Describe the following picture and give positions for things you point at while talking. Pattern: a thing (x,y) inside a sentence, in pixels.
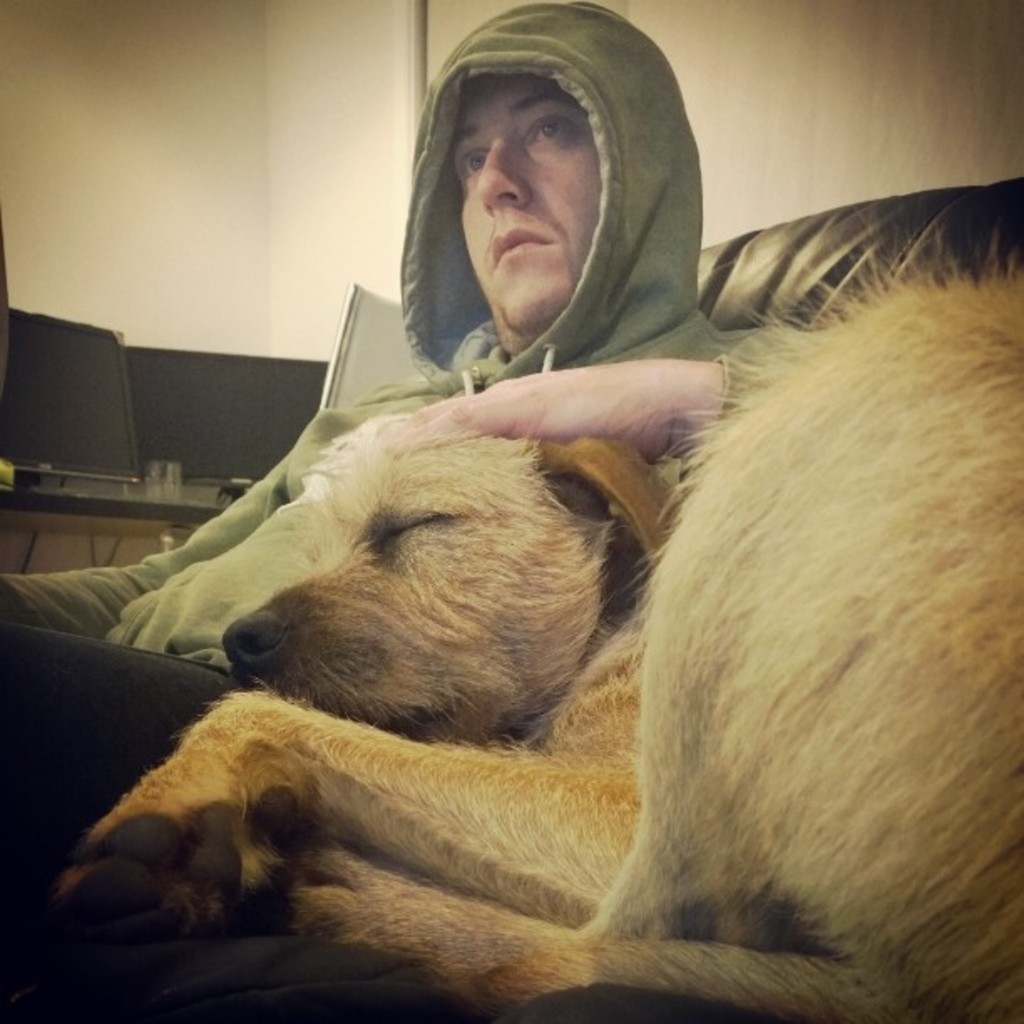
In this picture we can see a man (450,373) sitting on a chair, there is a dog (725,487) on him, in the background (116,465) we can see a monitor (190,385) and wall (217,182).
